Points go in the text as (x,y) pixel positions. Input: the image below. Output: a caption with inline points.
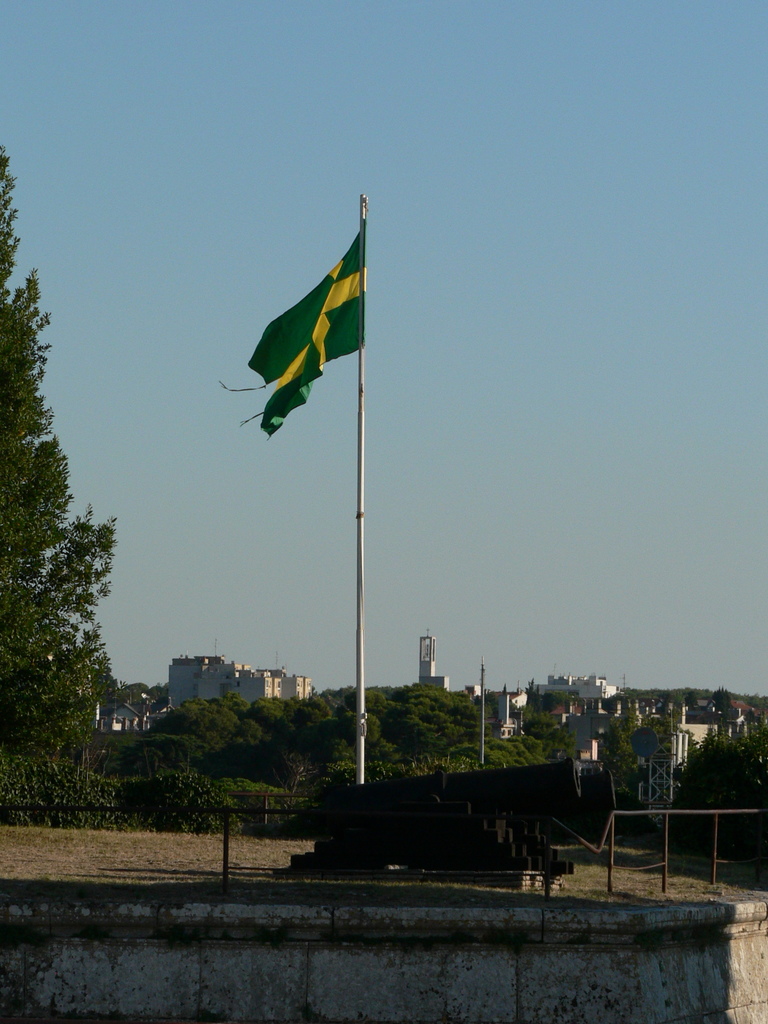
In the center of the image (288,355), we can see a flag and in the background (369,739), there are railings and we can see trees (57,632), buildings (576,688) and poles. At the top (485,164), there is sky (541,239).
